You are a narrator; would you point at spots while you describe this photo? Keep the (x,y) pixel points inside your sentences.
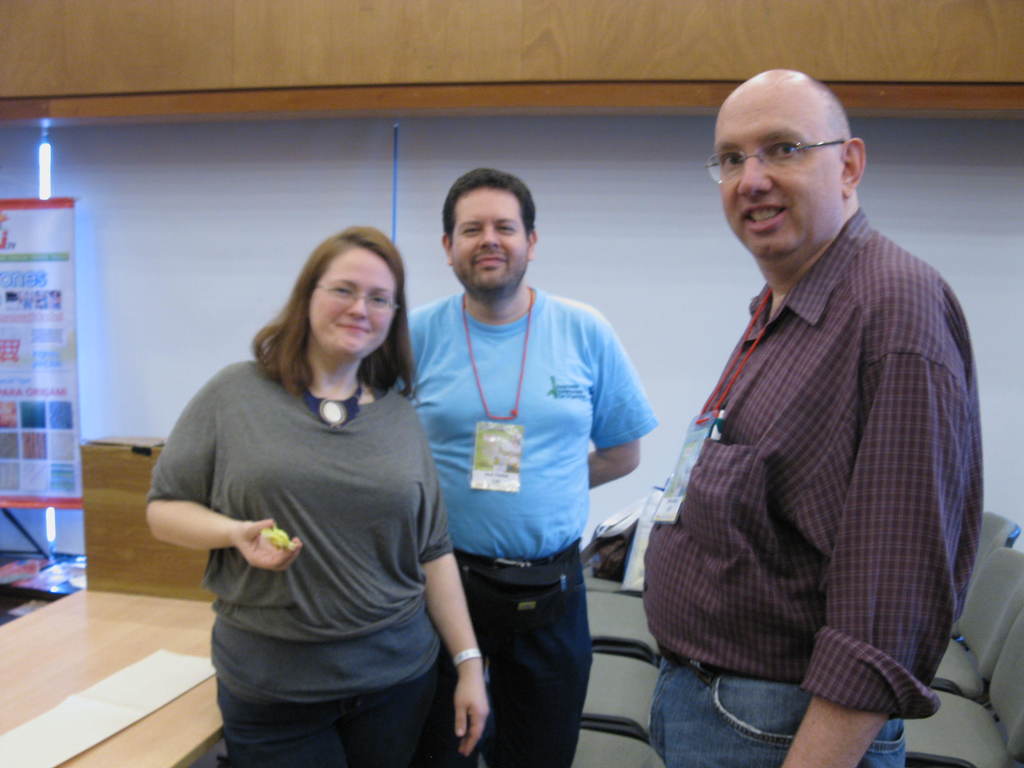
In this image I can see two men (550,420) and women (367,519) are standing. I can see few chairs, the cream colored desk (148,657), a brown colored object (166,573) on the desk (148,657), a banner (13,308), the white colored surface (209,232) and few objects (644,533) on the chair (605,614).
